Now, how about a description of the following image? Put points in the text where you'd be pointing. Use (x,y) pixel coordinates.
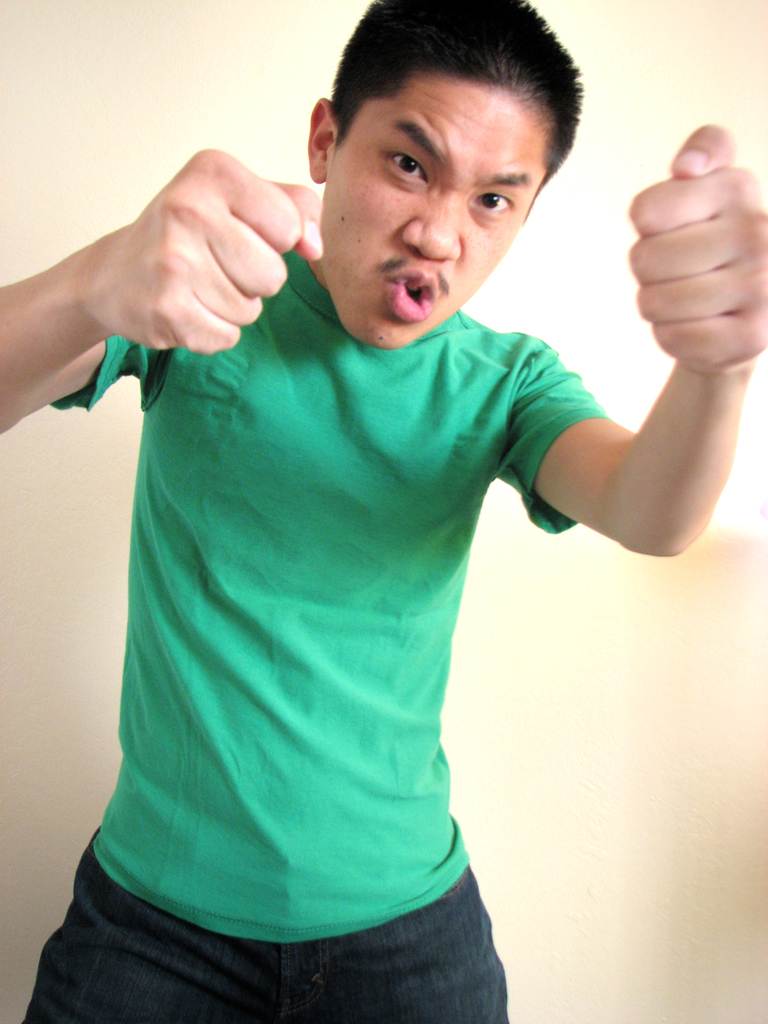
In this image we can see a person (346,577) wearing a green t shirt (345,525) is standing.
